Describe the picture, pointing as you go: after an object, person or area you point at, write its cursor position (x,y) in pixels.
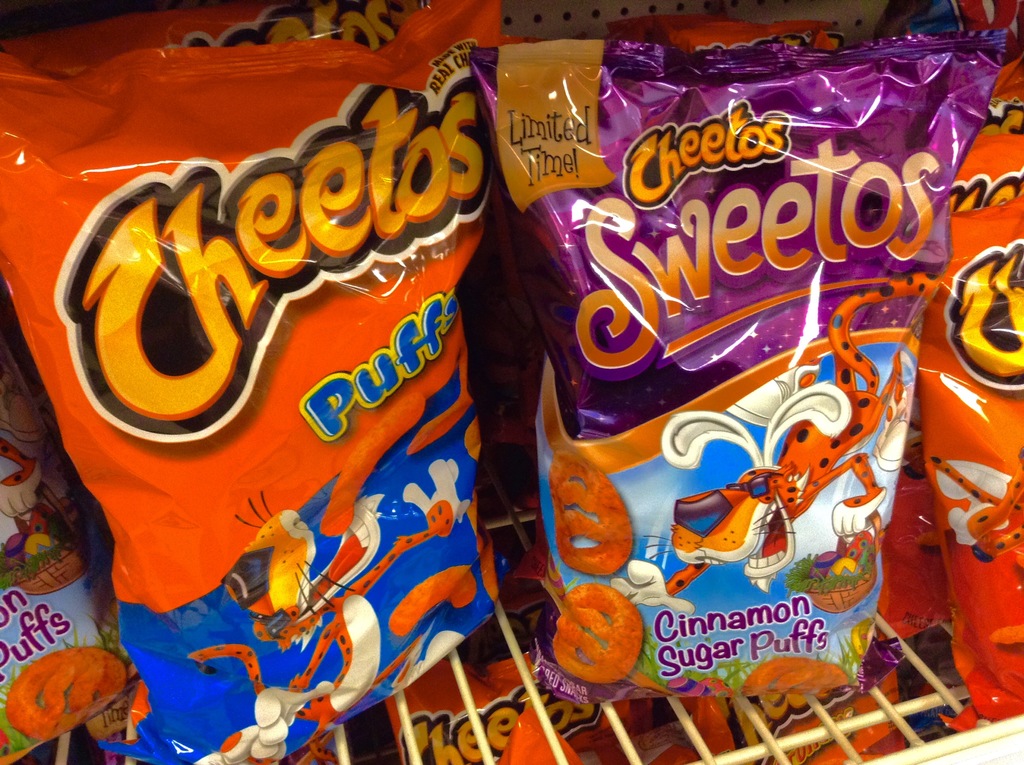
In the image we can see some food packets (355,246).
